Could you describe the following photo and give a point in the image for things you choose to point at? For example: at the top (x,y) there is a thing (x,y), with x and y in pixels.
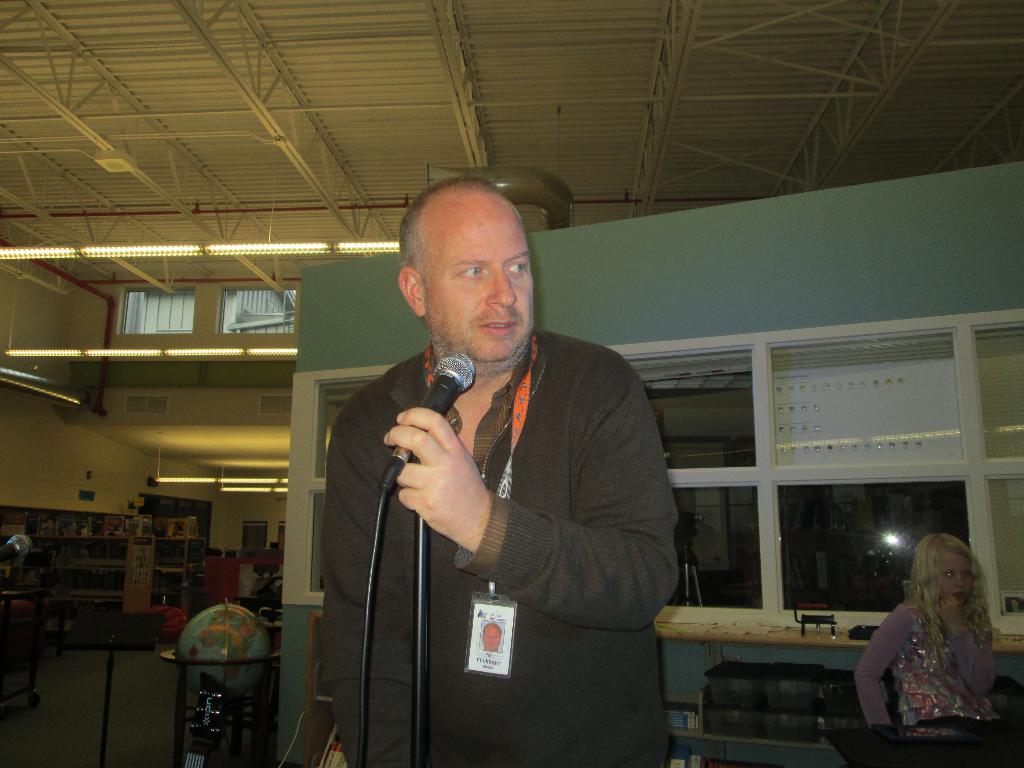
There is a man (535,615) and a girl (952,647) in the picture. The man (458,306) is wearing an id card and holding a mike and also we have a globe (194,655) and some shelves (188,541) in the room (134,486).
